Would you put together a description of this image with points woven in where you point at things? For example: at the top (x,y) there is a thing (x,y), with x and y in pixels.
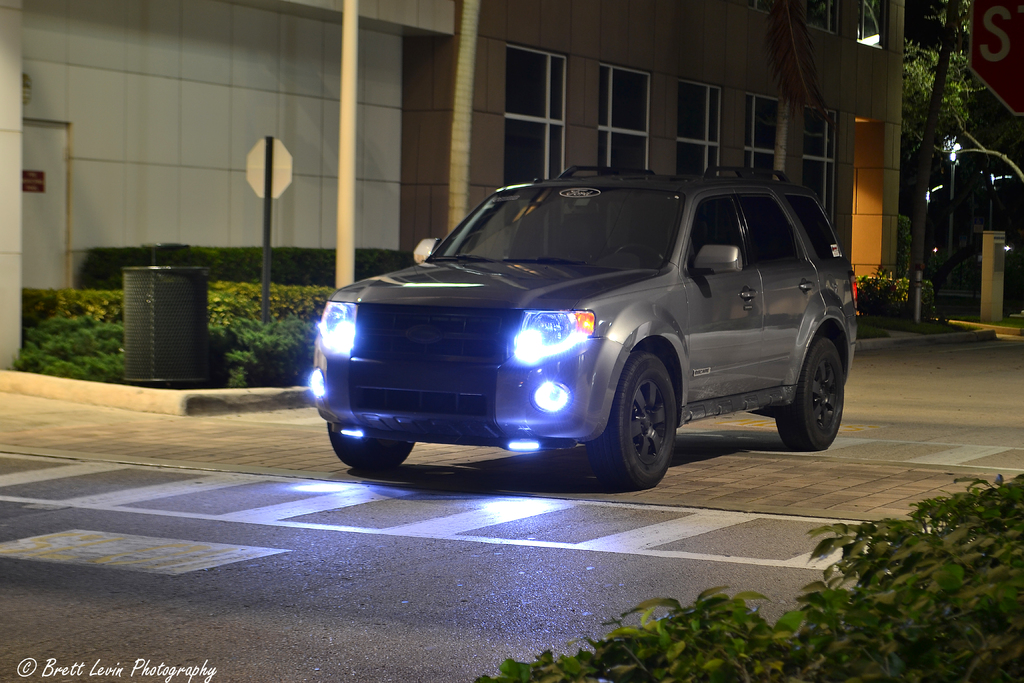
In the image there is a car (560,381) moving on the road (739,418) with plants (880,306) on either side of it and building (292,96) in the back (368,114).
